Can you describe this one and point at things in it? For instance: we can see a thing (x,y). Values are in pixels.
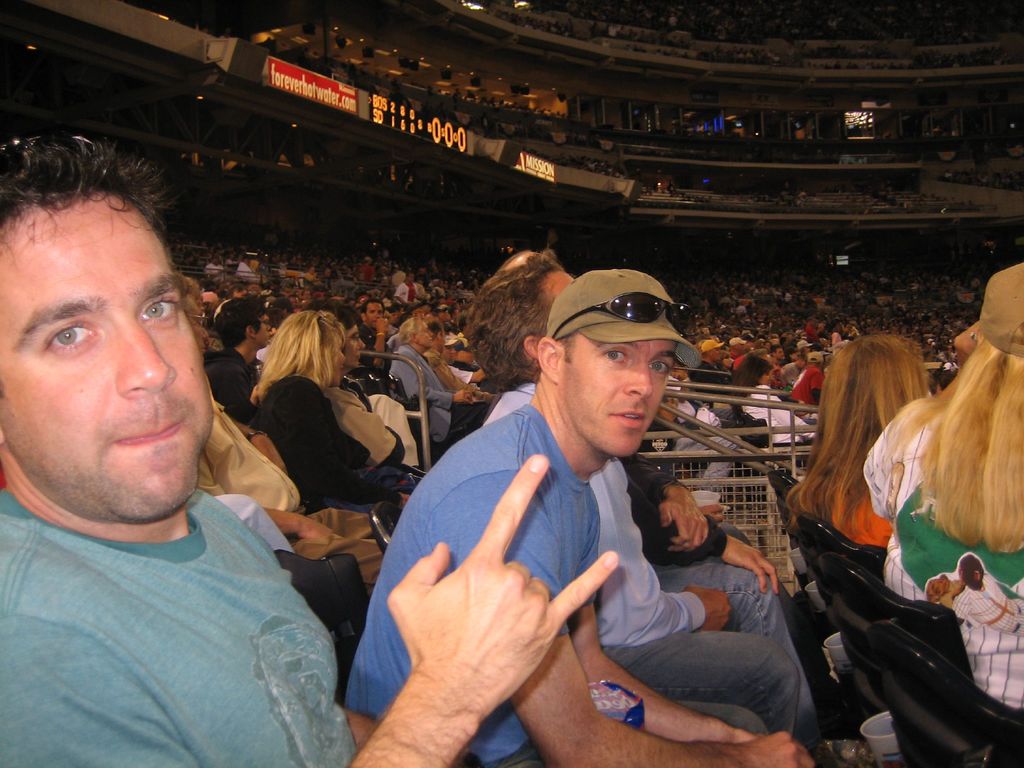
In this picture I can observe two men (450,536) sitting in the chairs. Both of them are wearing t-shirts (461,559). One of them is wearing a cap (588,294) and spectacles (599,309) on his head (616,413). In the background (336,382) there are men (646,490) and women (746,397) sitting in the chairs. I can observe a stadium (478,249) in this picture.
